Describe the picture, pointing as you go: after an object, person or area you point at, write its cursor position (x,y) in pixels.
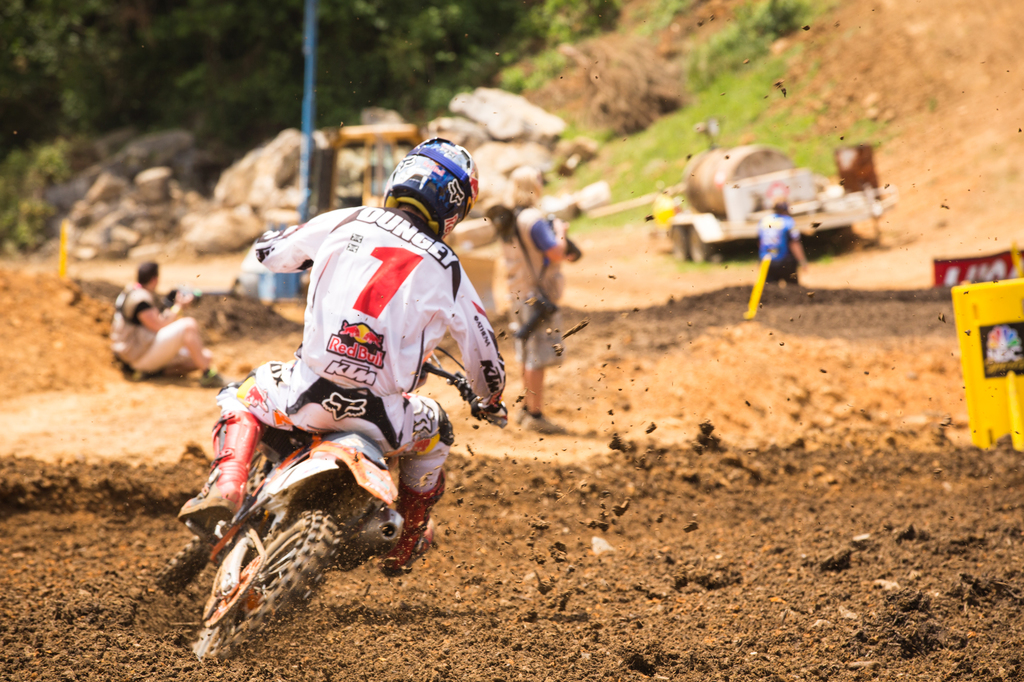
This image is taken outside the city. In the center (355,352) the person (353,395) is riding the bike (345,482) wearing a helmet (427,203). At the left side (144,326) the man (150,328) is sitting on the sand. At the center (537,283) the man (536,287) is standing. At the right side (788,254) the man (786,241) is walking. In the background (671,178) there are some trees (349,52), grass (734,120).
